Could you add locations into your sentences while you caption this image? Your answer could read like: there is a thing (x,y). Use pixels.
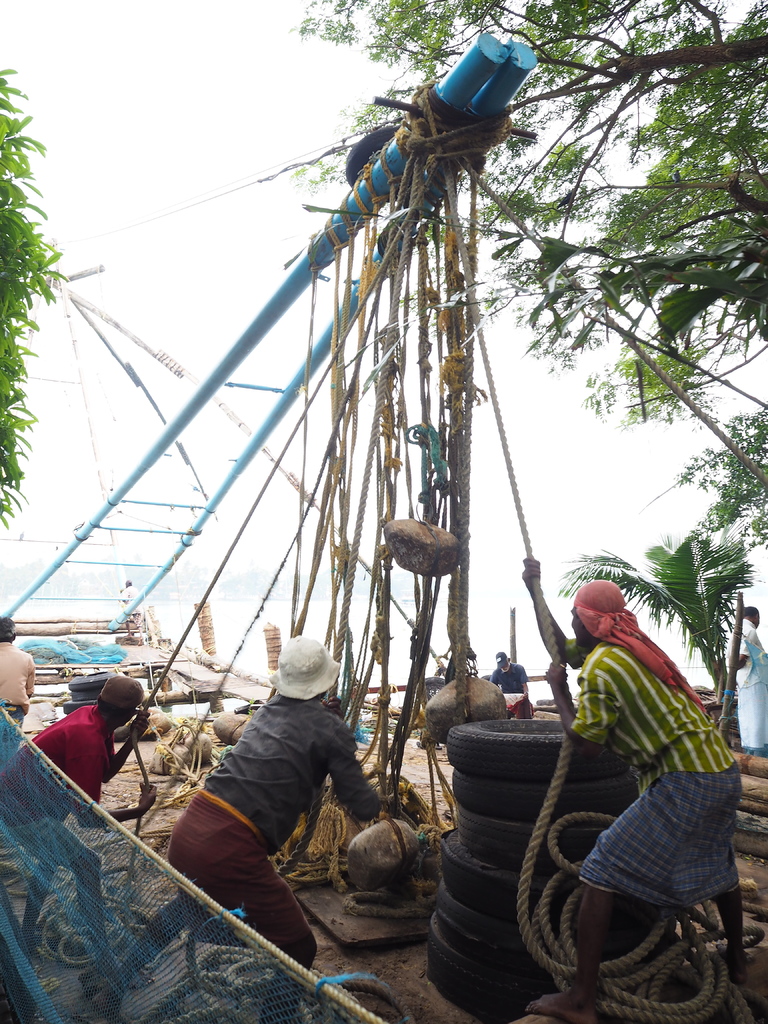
In this image, we can see people (306,752) on the shore (312,885) and some are holding ropes (355,547). In the background (701,627), there are trees (615,402) and we can see rods (176,506), poles (733,668), tires (541,886), rocks (374,864) and there is a net (53,830).
